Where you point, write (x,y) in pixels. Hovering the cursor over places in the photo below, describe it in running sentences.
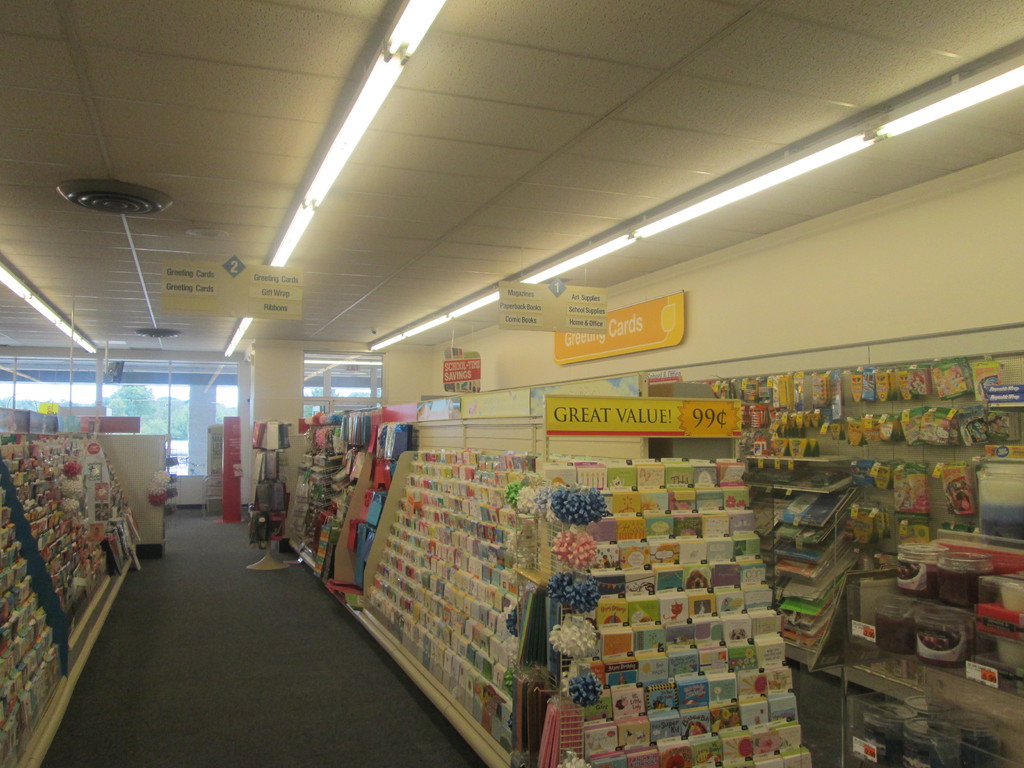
This is the inner view of a shop (535,557). In which, there are objects (659,463) arranged on the shelves (969,682). Above them, there are lights (276,262) attached to the roof (244,156). In the background (238,401), there are glass windows (312,392). Through these glass windows (225,388), we can see there are trees (141,398).
